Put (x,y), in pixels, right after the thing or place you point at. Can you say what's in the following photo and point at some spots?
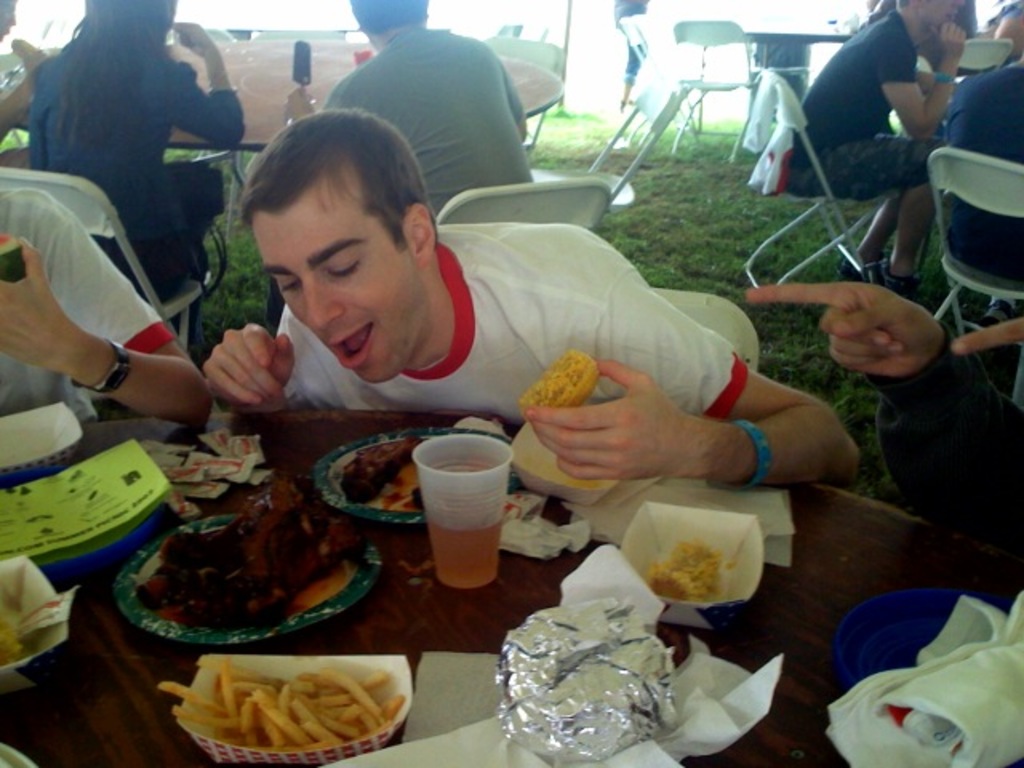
In this image there is grass (680,217), there are chairs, there is person (332,295) sitting on the chair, there is person (469,322) holding an object (565,372), there is a glass (473,500) on the table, there is food (281,551) on the plate (251,547), there is a plate (244,584) on the table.
